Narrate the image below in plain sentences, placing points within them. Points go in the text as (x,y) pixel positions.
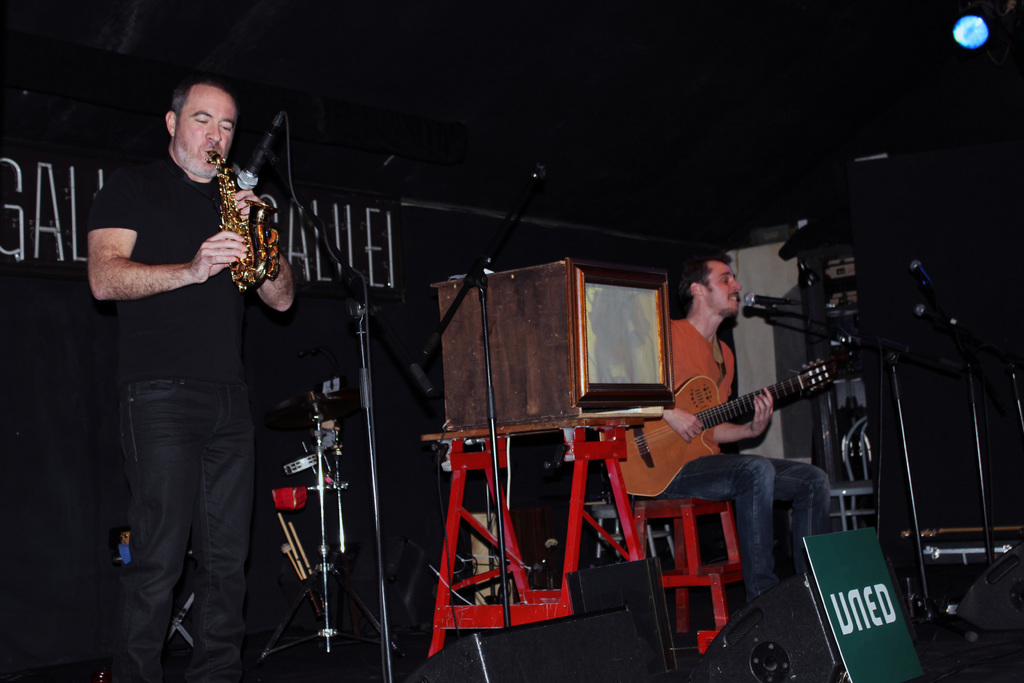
Here we can see a man (214,309) is standing on the stage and playing saxophone (240,226), and in front (291,183) here is the microphone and stand (302,200), and here a man (714,341) is sitting on the chair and playing the guitar (703,392), and here is the table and some object (543,366) on it.
